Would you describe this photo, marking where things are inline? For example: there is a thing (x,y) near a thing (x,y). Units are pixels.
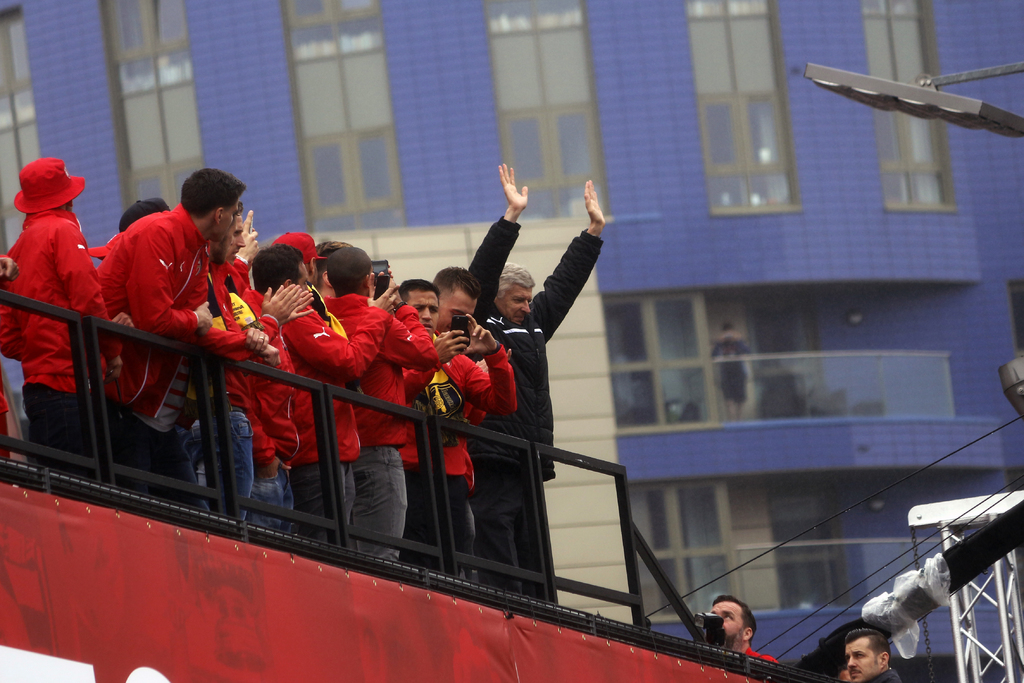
In this image I can see some people (302,343) are standing on the vehicle (354,540). In the background (438,228), I can see the building (658,146) with windows (694,49).
